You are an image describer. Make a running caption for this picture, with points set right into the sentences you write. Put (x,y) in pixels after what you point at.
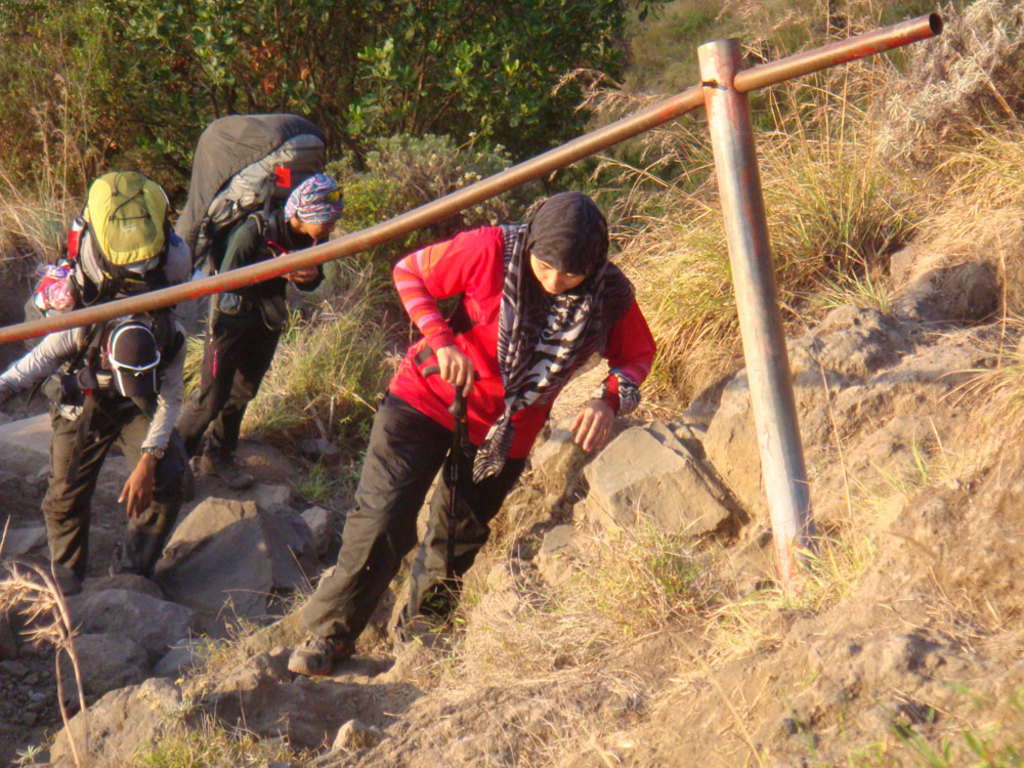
In the picture I can see people (395,453) are walking on the rocks (405,560). Two of them are carrying bags (130,267) and some other objects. Here I can see metal objects (770,396), the grass (717,278), plants (519,157), trees (529,148) and other objects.
